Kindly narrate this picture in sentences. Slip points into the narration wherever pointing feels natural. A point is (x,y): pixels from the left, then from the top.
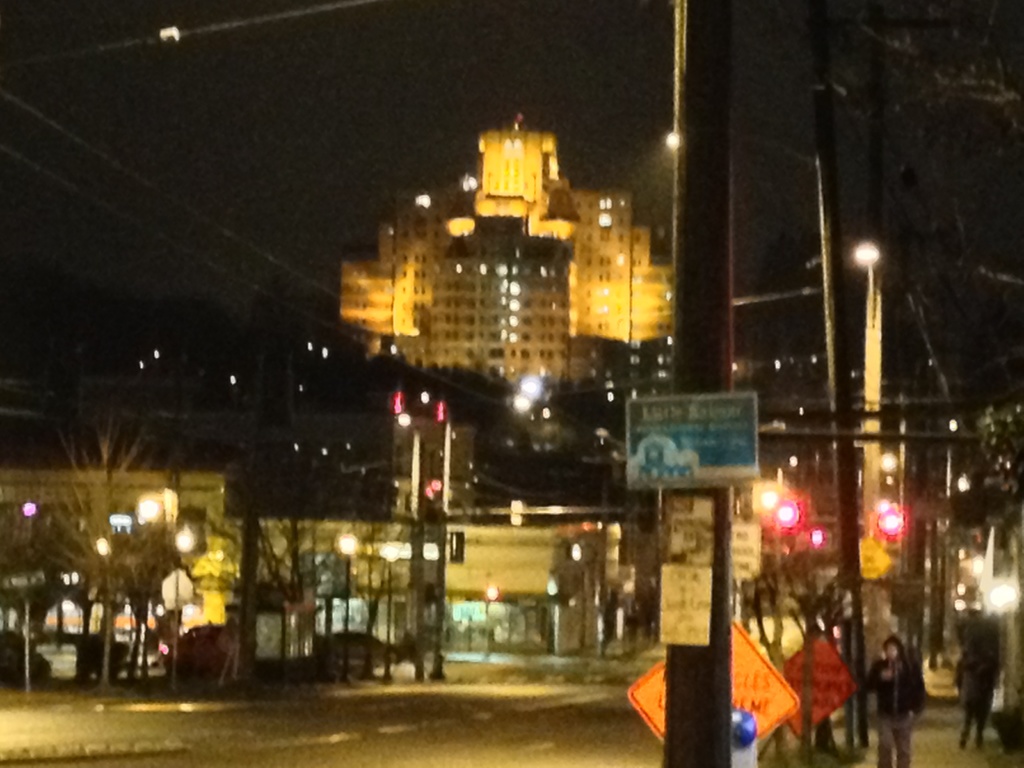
In this picture we can see buildings (604,360), there are some people (969,718) standing on the right side (988,712), in the background (348,640) there are some trees (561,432), poles (446,530) and lights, on the right side (701,529) there are some boards (712,467) and traffic lights (887,514), we can see a car (363,646) in the middle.
